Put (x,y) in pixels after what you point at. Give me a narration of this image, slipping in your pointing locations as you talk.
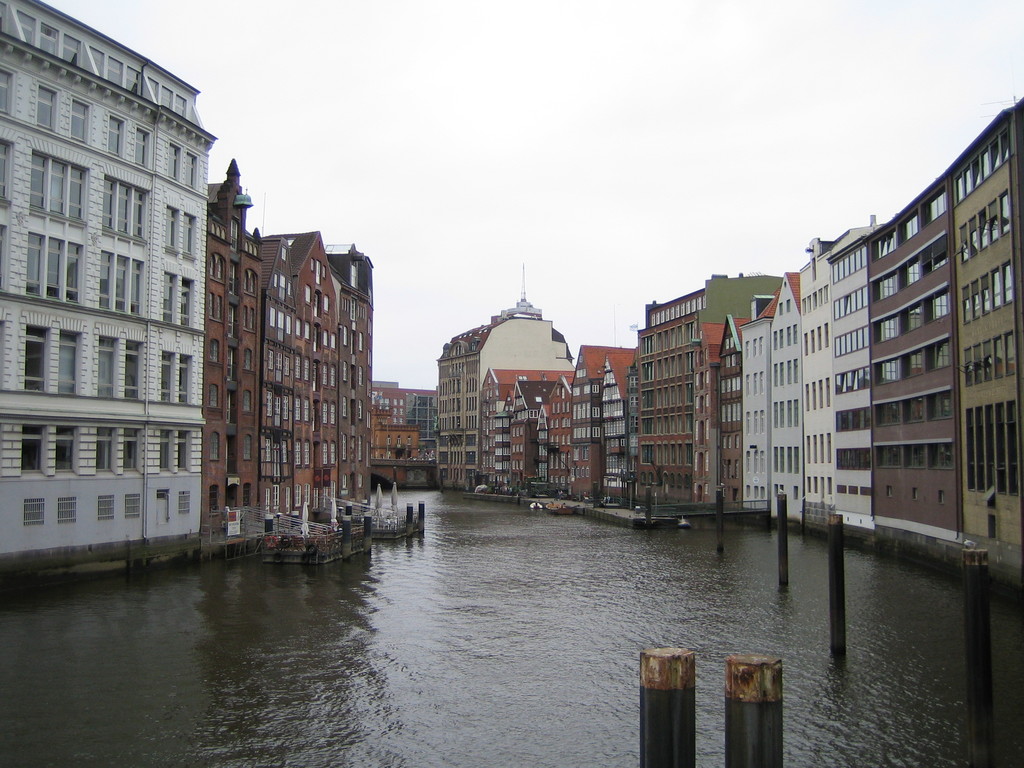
Right side of the image (857,356) and left side of the image (221,360) we can see buildings (335,360). Front portion of the image there is water (533,571) and rods (734,719). Background of the image (695,134) we can see the sky (580,135).
